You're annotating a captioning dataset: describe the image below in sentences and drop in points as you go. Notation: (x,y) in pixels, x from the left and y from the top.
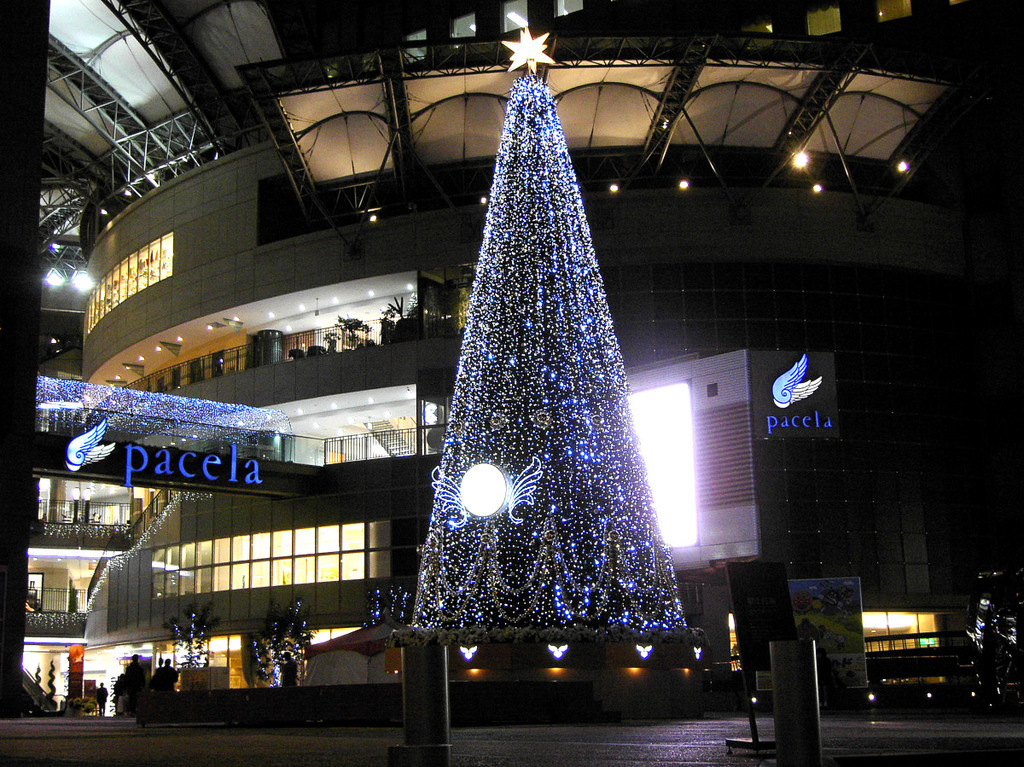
In this picture there is a building (700,619). In the foreground (675,609) there is a Christmas tree (450,424) and there are lights (522,411) on the tree (521,289) and there is text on the building (720,432). At the bottom (758,571) there are group of people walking and there are objects (435,735). On the left side of the image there is an escalator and there are plants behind the railing (195,369). At the top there are lights (683,187).
